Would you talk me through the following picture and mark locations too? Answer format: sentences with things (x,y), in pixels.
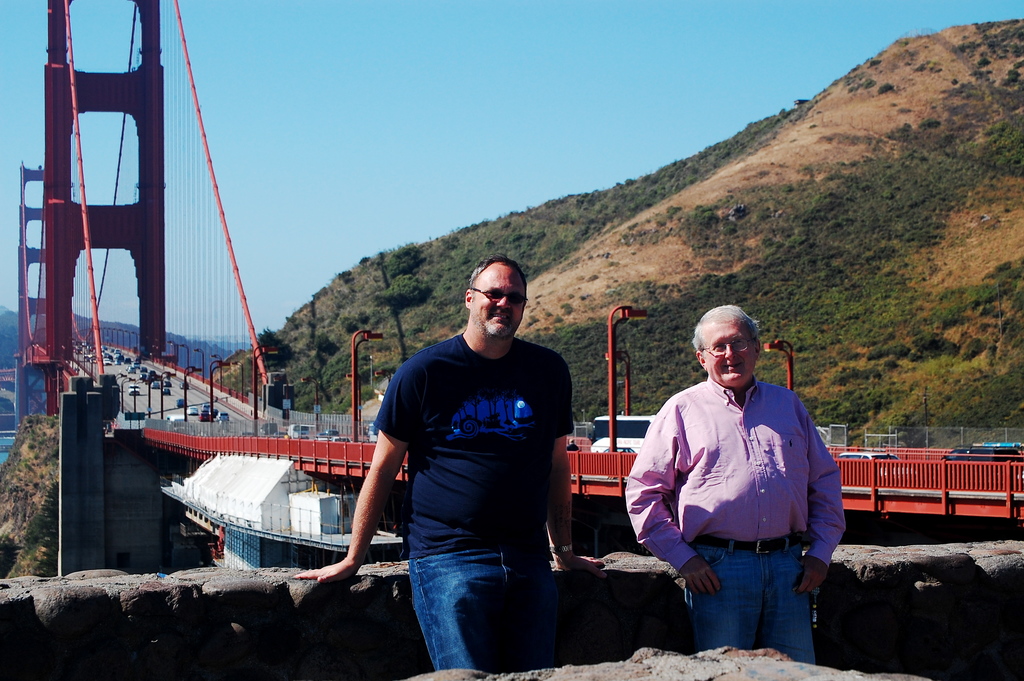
In the foreground of the image (341,561) there are two people (504,543) standing. In the background of the image (1004,146) there is a mountain (1002,63). There is a bridge (113,358) on which there are vehicles (132,384). At the top of the image (304,92) there is sky (490,91).
